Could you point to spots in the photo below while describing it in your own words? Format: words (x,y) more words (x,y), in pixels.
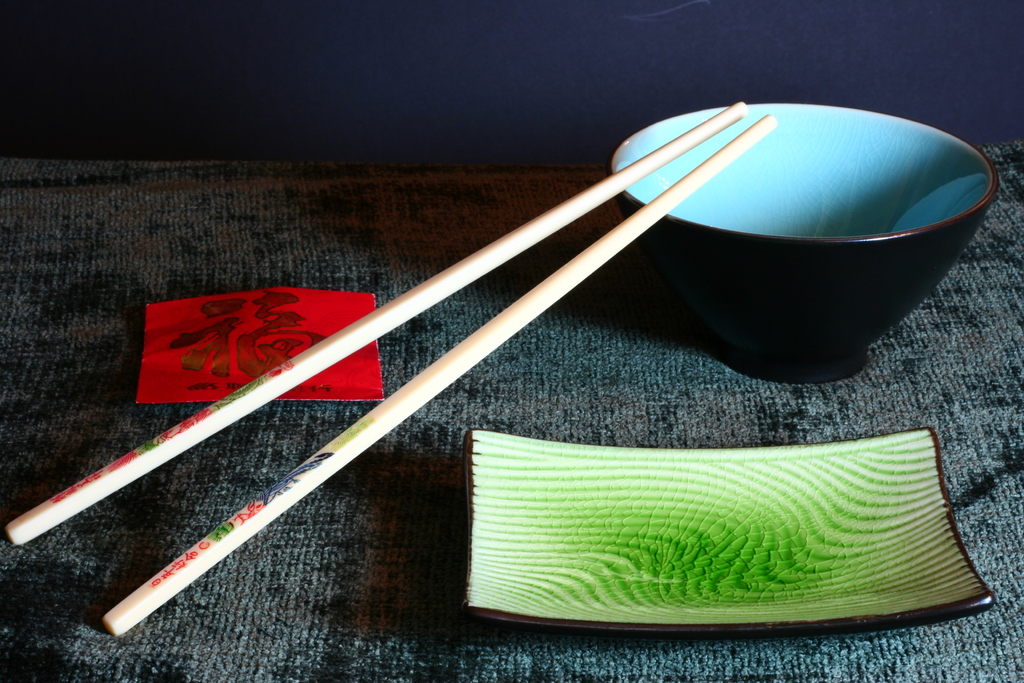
This picture shows a bowl (790,254) with two chopsticks (608,184) sliding on the bowl (654,174). There is a plate (569,535) and a tissue (261,354) on the floor (587,383).
